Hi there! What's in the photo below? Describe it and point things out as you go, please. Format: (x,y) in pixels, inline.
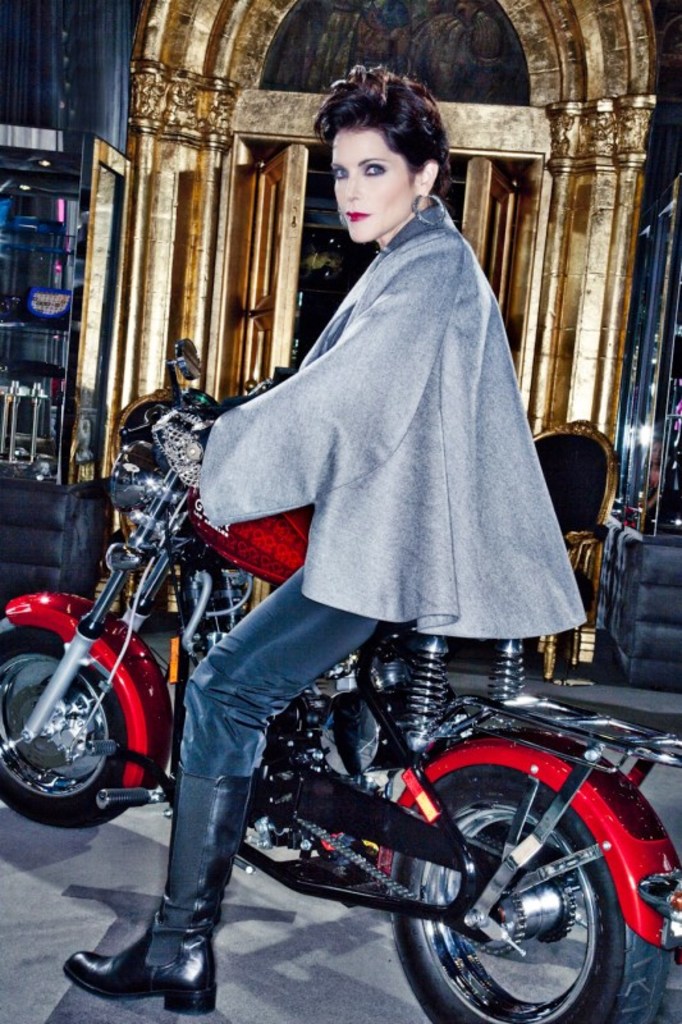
In this image we can see a woman (185,979) sitting on a motorcycle (611,936).
